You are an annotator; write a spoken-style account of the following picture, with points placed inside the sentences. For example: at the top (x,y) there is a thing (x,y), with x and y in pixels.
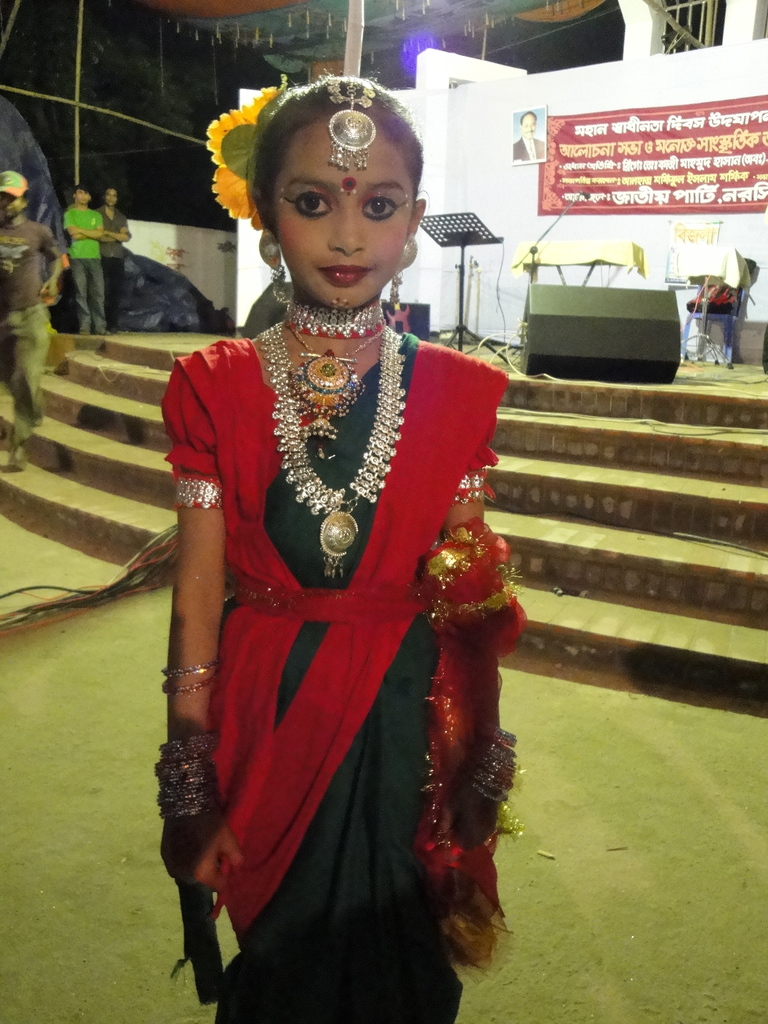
In this image, we can see persons (99,319) wearing clothes (48,322). There are steps (95,477) in the middle of the image (507,420). There is a banner photo (594,135) on the wall (509,169). There are some objects (632,304) on the right side of the image (672,316).
